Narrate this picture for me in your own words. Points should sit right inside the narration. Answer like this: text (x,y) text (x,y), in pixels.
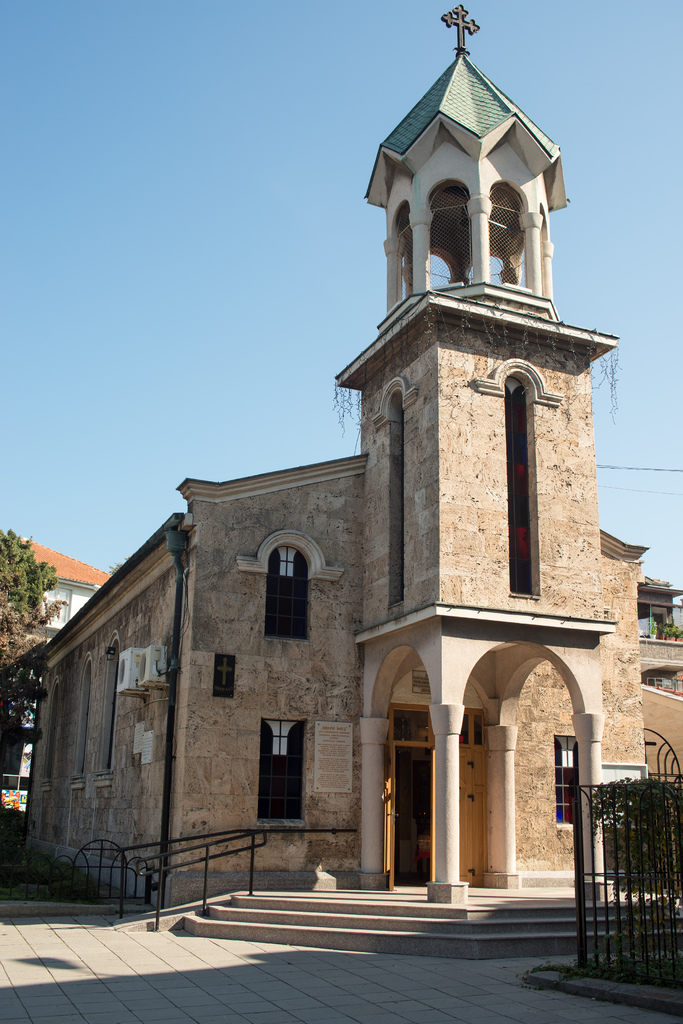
In this picture we can see the buildings (324,583), windows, mesh (462,259), pillars (437,783), door (415,820). On the left side of the image (124,654) we can see a tree (42,608), roof (67,573), air conditioners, pole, light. On the right side of the image (662,655) we can see the pots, plants (669,635), balcony (668,614). At the bottom of the image (384,911) we can see the stairs (347,950), floor (249,959), grilles (631,920). At the top of the image (99,135) we can see the sky (125,101).
